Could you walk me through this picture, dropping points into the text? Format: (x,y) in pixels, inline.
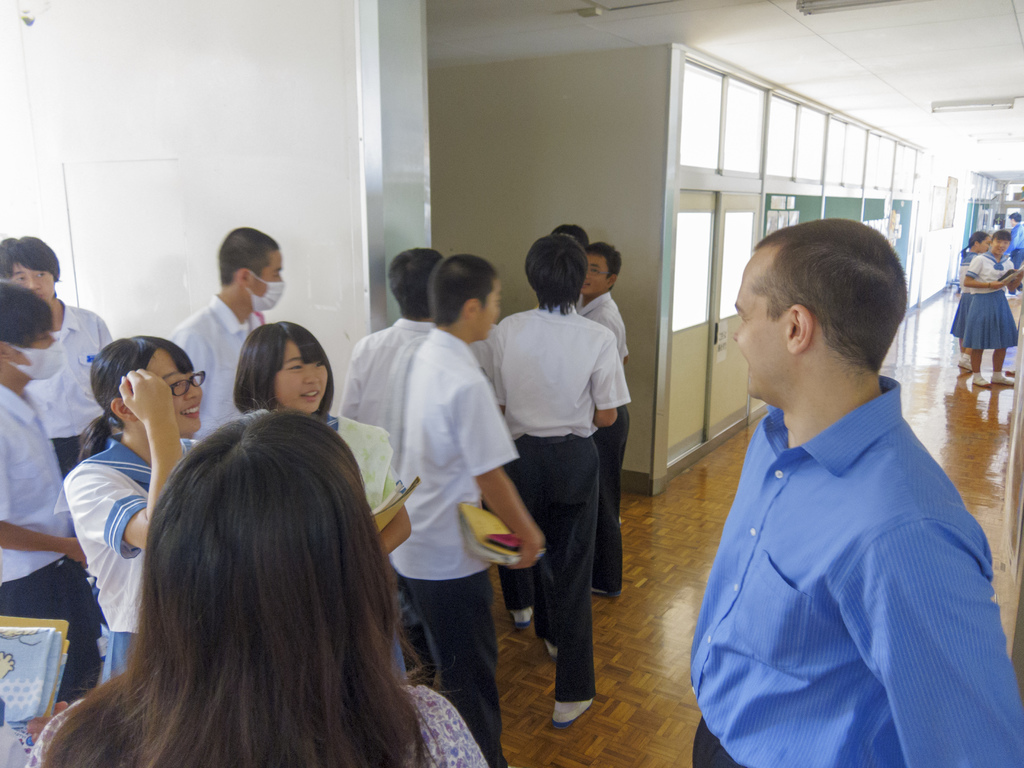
This image is taken indoors. In the background (482,170) there are a few walls (548,166) and there is a cabin (701,203) with a door (682,267). At the top of the image (751,31) there is a ceiling (943,65). At the bottom of the image (608,736) there is a floor (582,737). On the left side of the image (199,406) a few people (263,455) are standing on the floor (618,689) and they are holding books (59,647) in their hands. On the right side of the image (993,250) a few (975,257) are walking on the floor (953,363) and a man (773,578) is standing on the floor (949,391).
